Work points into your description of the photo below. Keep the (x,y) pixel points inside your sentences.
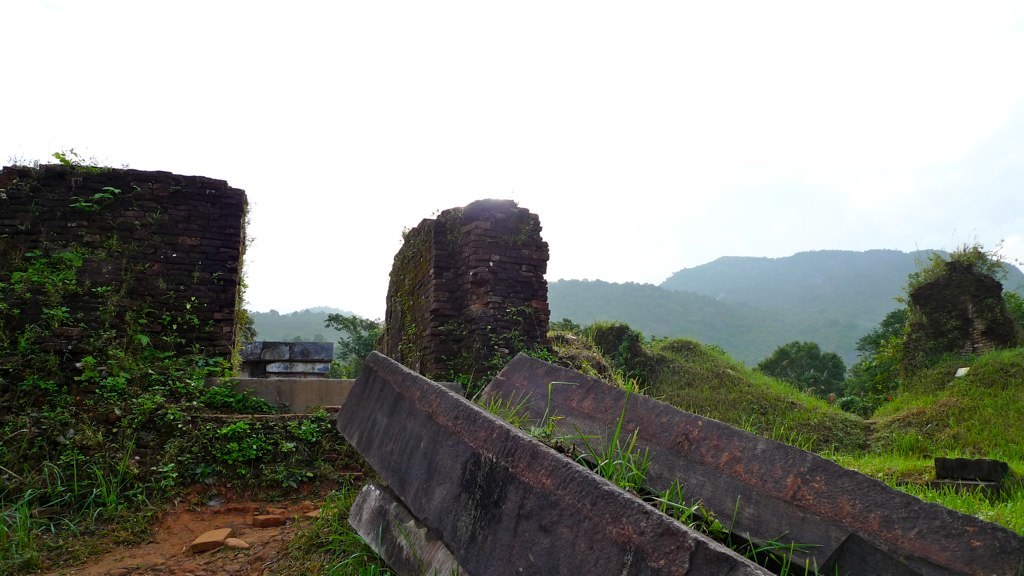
In this image we can see the rocks (505,391) and grass (756,405) on the surface (761,377), in the background of the image (690,317) there are mountains (674,312).
